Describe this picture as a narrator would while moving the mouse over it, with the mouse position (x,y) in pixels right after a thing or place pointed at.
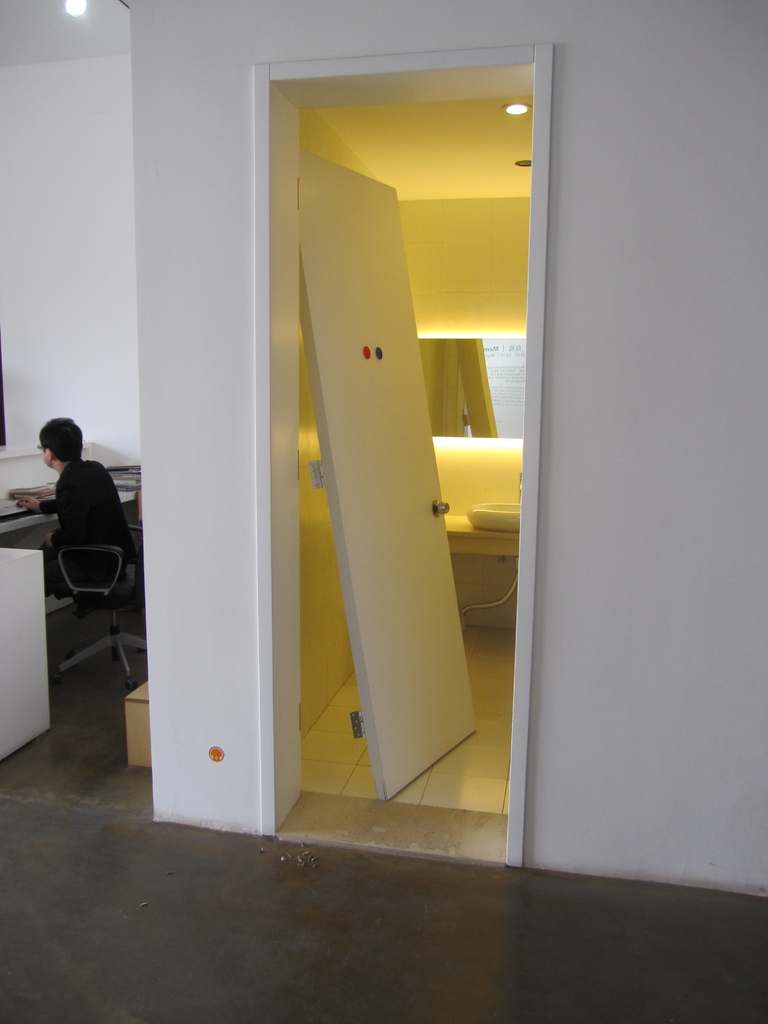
In the image we can see a person (90,507) sitting and wearing clothes (76,501). Here we can see the floor (201,840), door (385,468) and the wall (628,468).
